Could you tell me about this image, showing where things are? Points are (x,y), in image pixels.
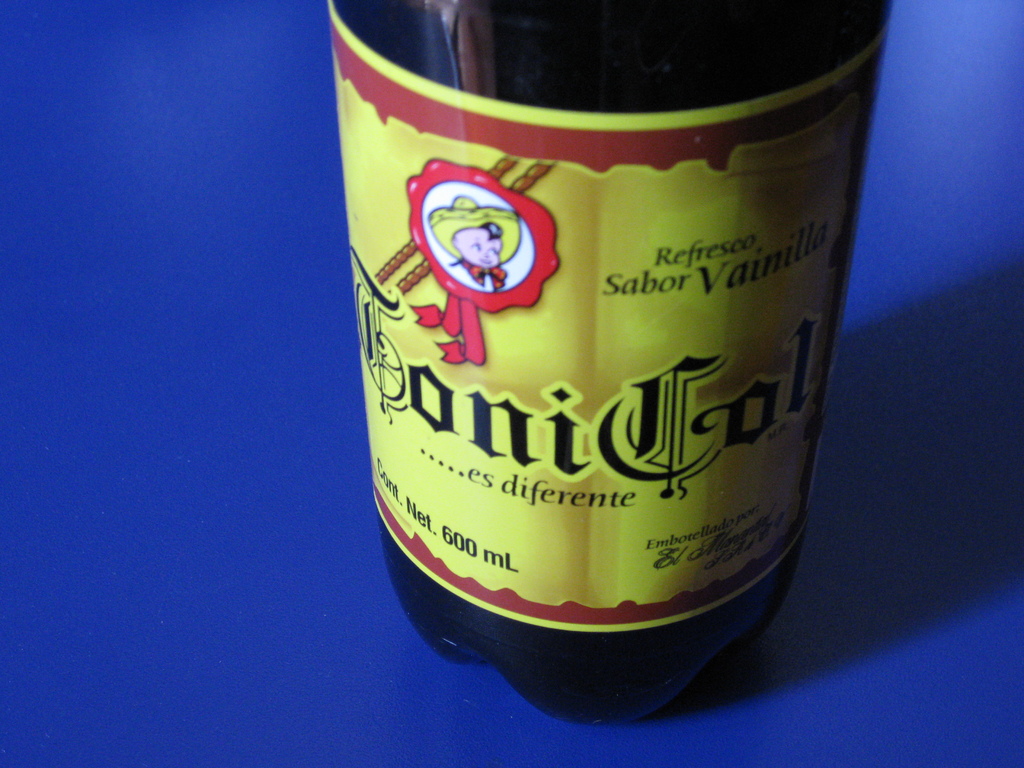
In this image, I can see a bottle (616,499) and a blue colored background (245,447). This image taken, maybe in a room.
